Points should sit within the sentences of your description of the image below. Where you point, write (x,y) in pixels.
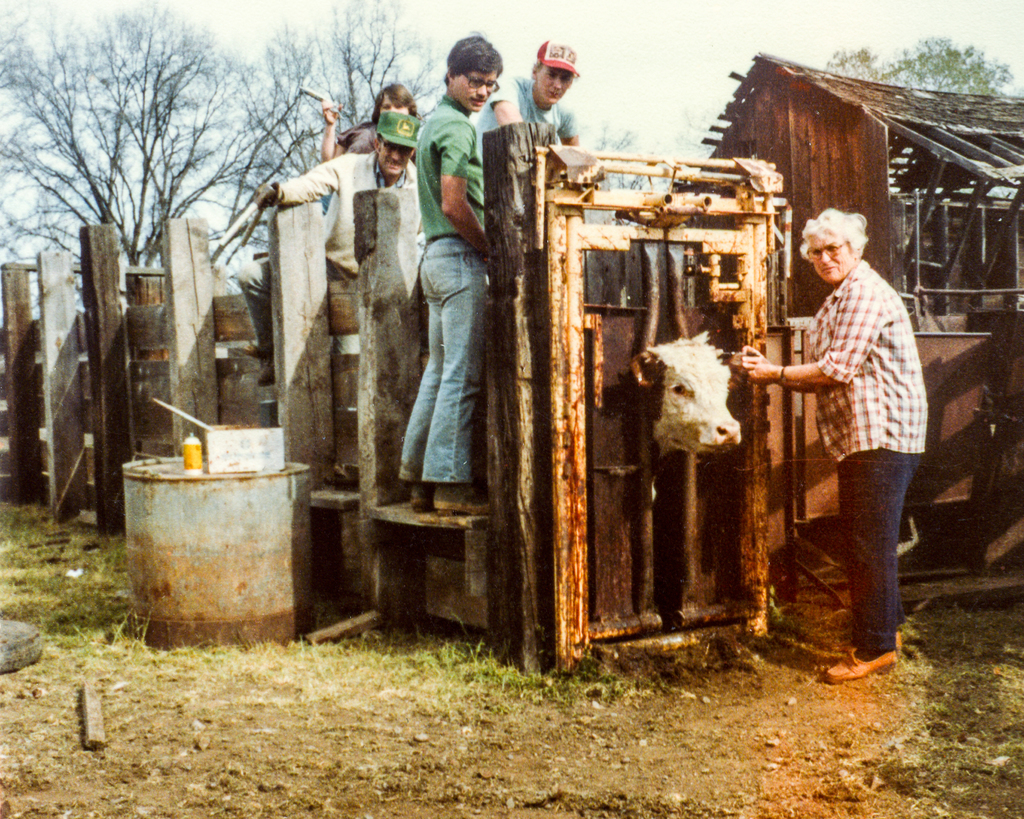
In this image we can see the wooden fence (498,279), animal (659,407), drum (307,504), bottle (195,436), tyre (24,650) and some stick (93,712) on the land (353,741). We can also see the grass (5,568), trees (16,69), roof house (843,91), gate (973,394) and also a few persons (866,339). Sky (625,53) is also visible.
